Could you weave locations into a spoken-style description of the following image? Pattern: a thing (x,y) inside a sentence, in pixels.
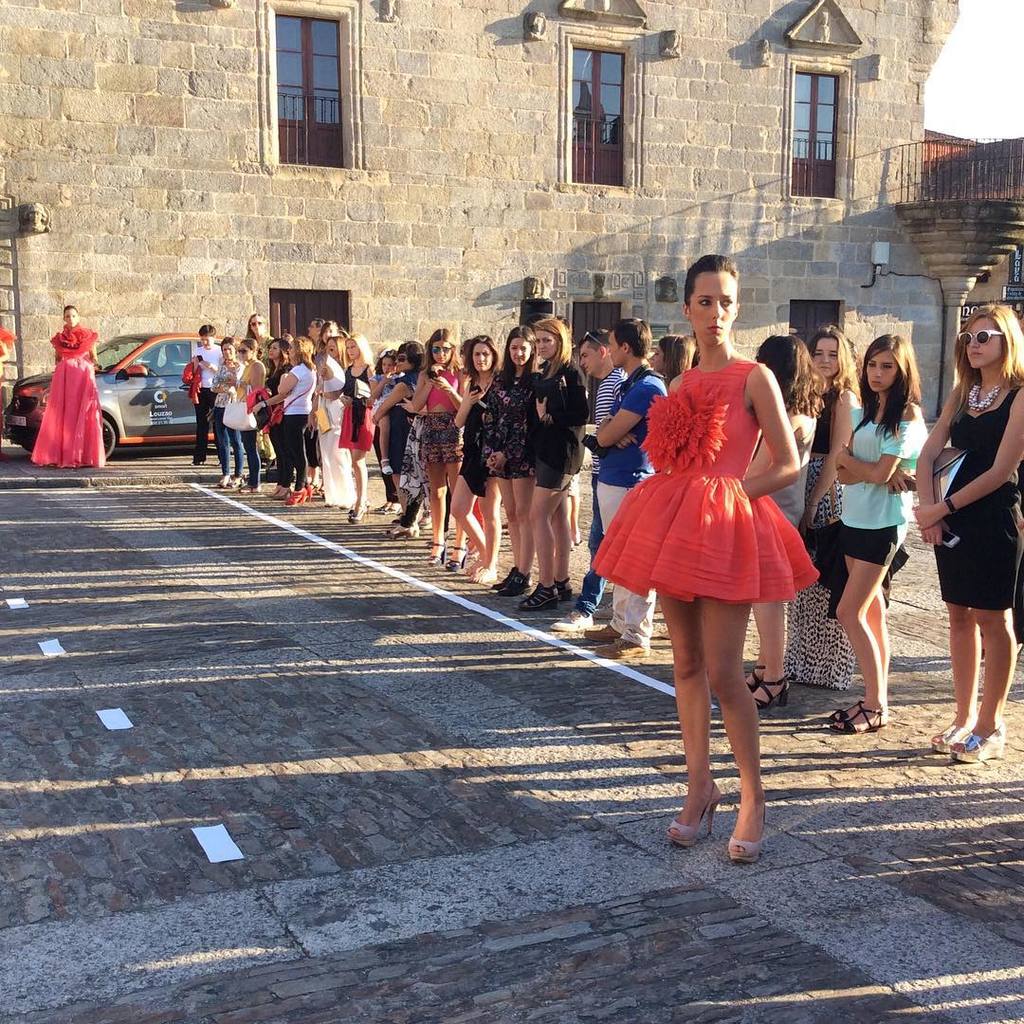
In this image we can see there are people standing on the ground (567,671) and we can see a car (166,382) parked on the ground (152,462). We can see the building (918,249) with pillar (956,291), windows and the sky (974,81).
